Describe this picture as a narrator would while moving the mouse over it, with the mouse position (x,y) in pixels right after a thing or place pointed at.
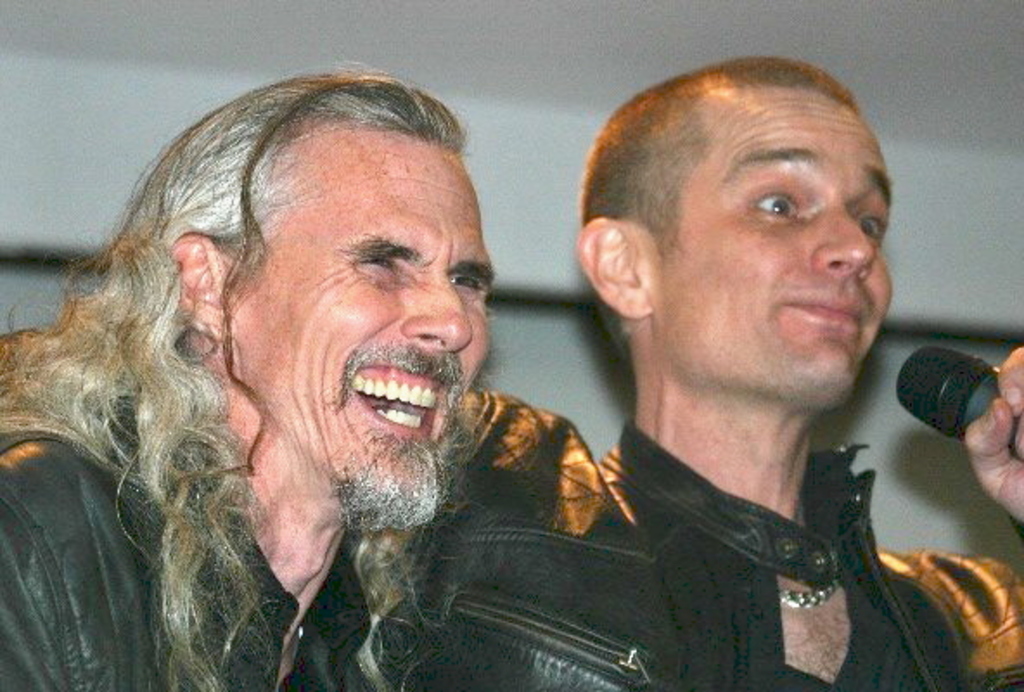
In the image we can see there are men (354,560) standing and they are wearing black colour jackets (698,581). There is a man (1017,420) holding mic (958,375) in his hand (1003,406).
